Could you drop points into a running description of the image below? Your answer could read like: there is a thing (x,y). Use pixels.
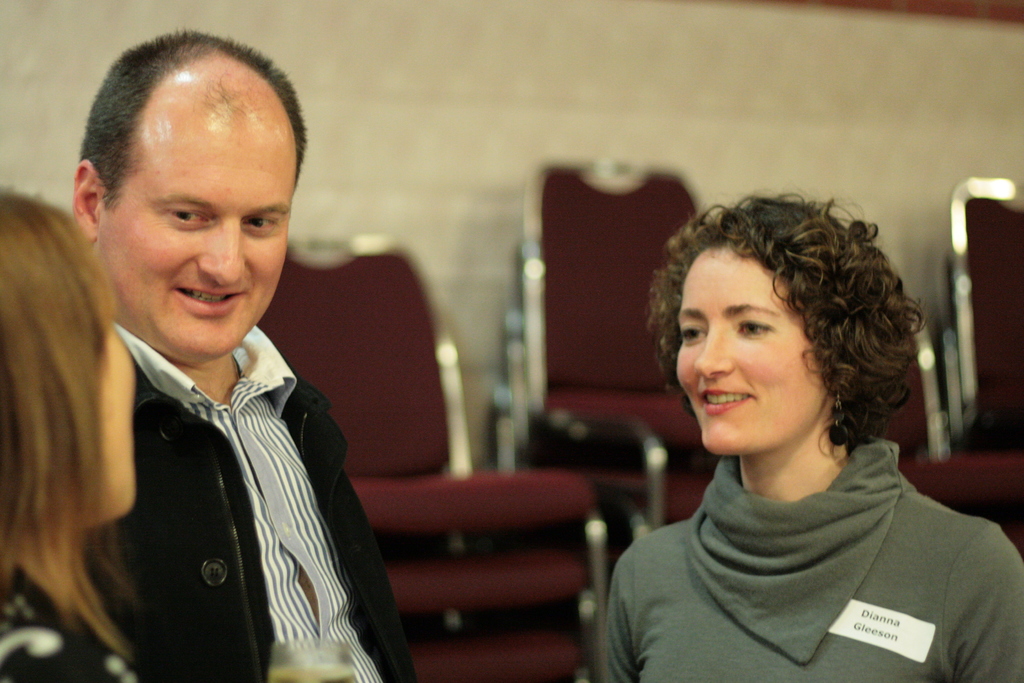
In this picture we can see three people (250,455), two people (156,198) are smiling and in the background (985,282) we can see chairs (547,220) and the wall (459,169).
